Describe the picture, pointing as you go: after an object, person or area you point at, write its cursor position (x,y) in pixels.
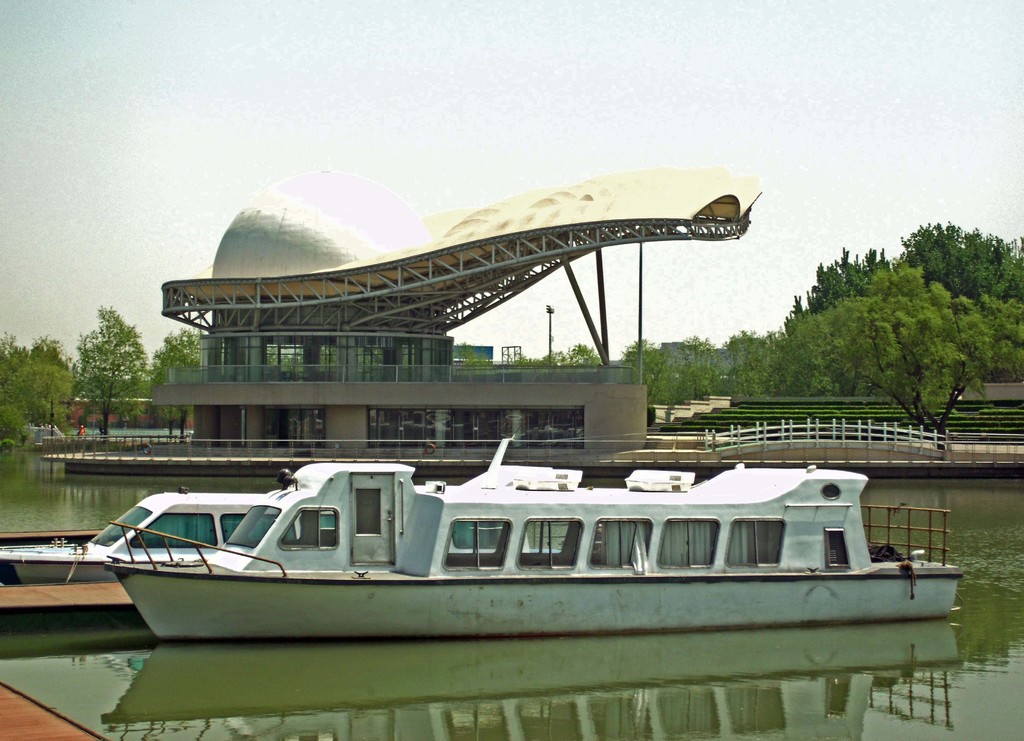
In this image we can see two boats (496,624) on the water (552,660) and there is a building (406,332) and we can see fence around it. We can see some trees (937,356) and there is a sky (325,91) at the top (407,91).
